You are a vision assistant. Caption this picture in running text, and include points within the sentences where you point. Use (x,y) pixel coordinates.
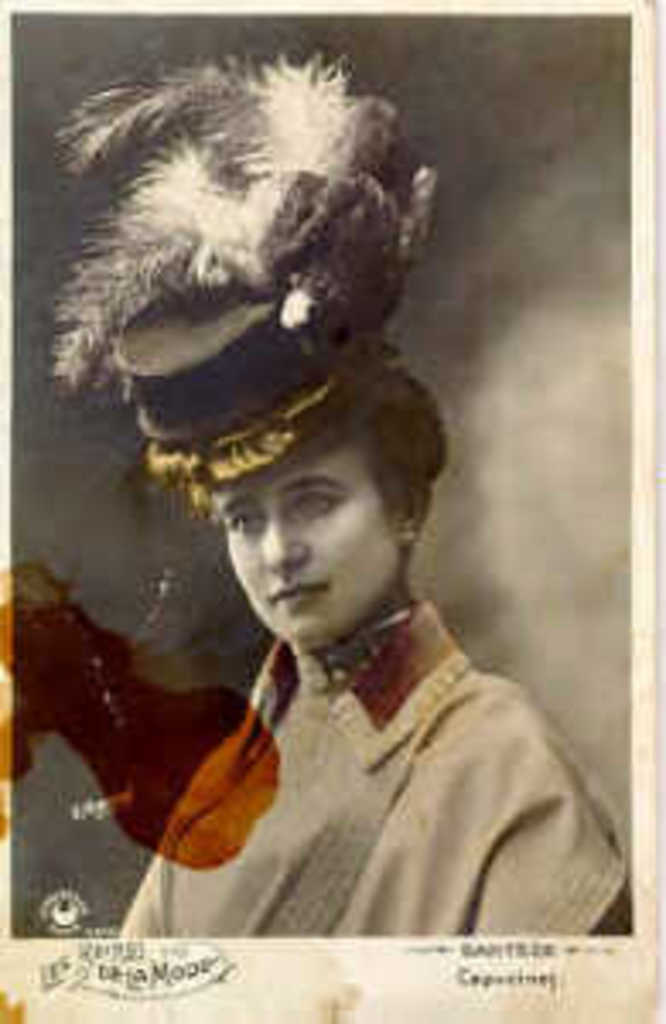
In the picture there is an old photograph (326,792) of a woman (332,906) present.
